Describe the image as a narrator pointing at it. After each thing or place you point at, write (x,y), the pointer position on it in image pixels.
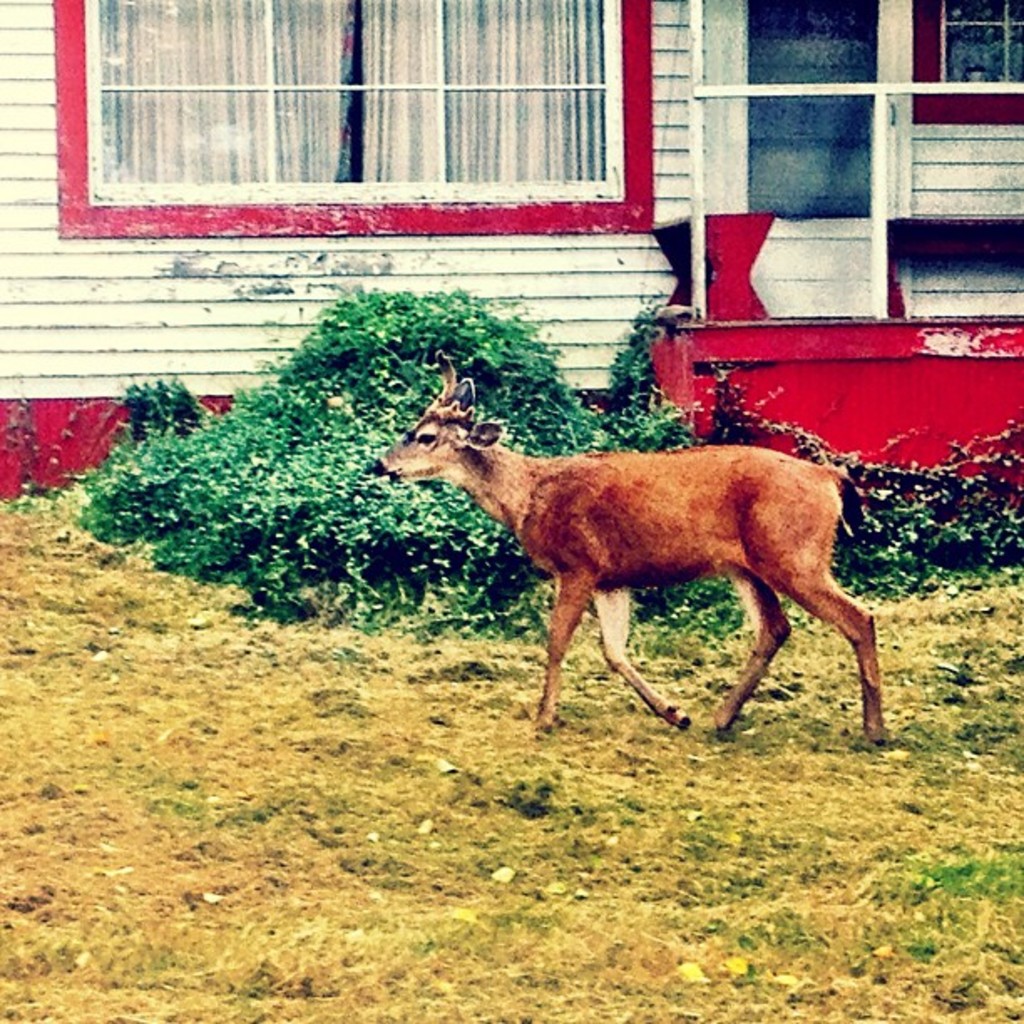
In this picture we can see an animal (432,462) on the grass (567,736) and in the background (314,444) we can see plants (889,515), windows (992,36), curtains (498,142), wall (121,281) and some objects (889,232).
